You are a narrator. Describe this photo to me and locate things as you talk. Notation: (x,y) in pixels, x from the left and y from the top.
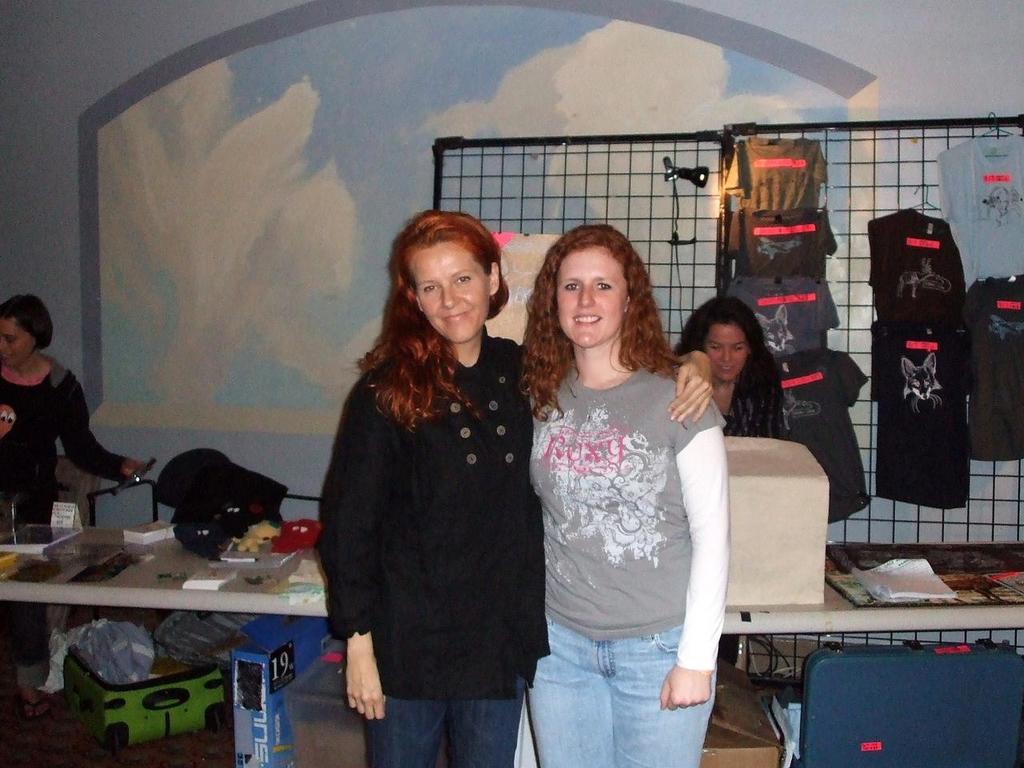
Two women (437,222) are posing to camera. There are T shirts (750,291) hanged to a grilled wall (899,141). There are some articles (299,554) on a table (124,587) behind them.
